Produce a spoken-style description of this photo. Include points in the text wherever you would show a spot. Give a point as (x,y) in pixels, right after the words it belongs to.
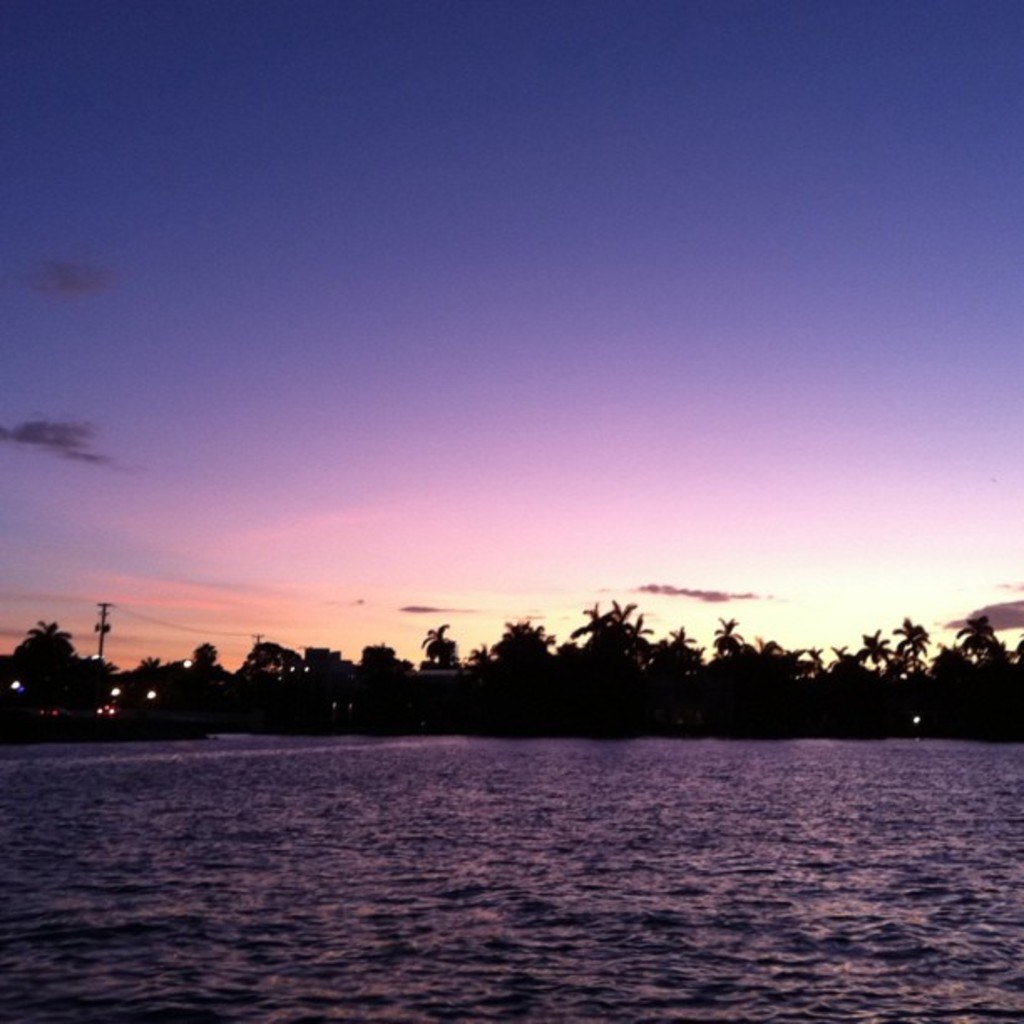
This picture is clicked outside the city. In the foreground (516,836) there is a water body (648,827). In the background (608,395) there is a sky (557,468), pole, trees (143,680) and some lights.
